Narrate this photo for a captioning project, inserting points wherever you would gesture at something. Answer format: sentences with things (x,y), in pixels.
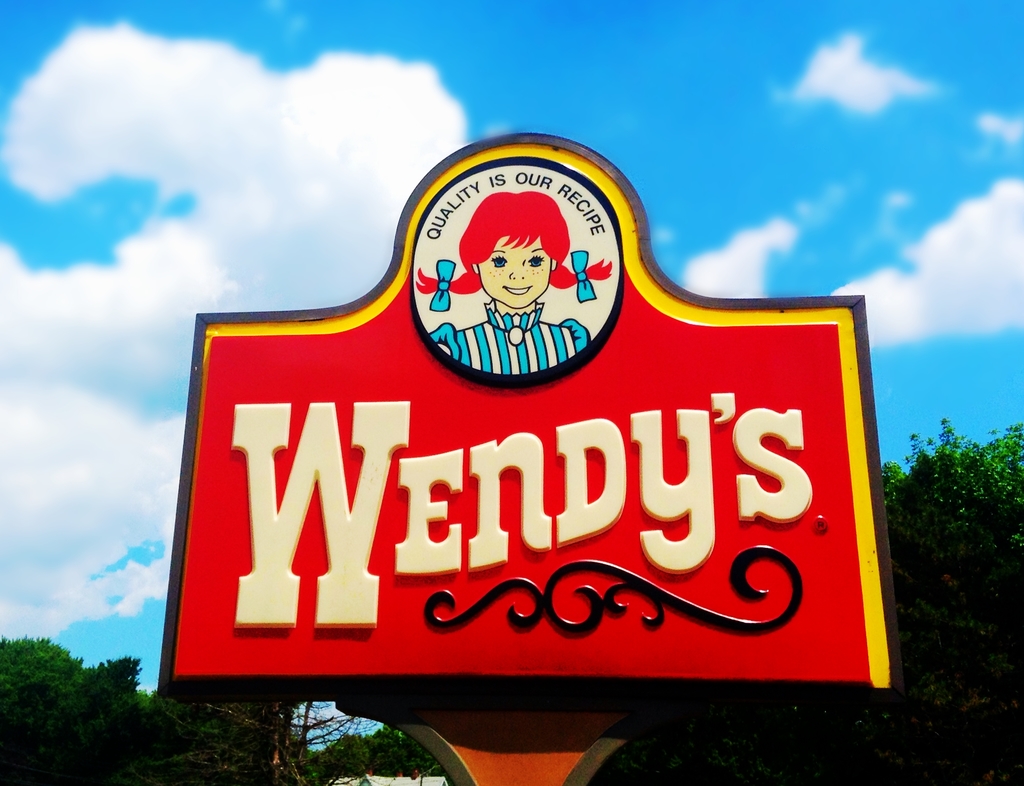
In this image we can see a board (421,534) with some text (330,581) and a picture (537,286) and there are few trees (101,728) and the sky (738,142) with clouds (233,113) in the background (235,188).
